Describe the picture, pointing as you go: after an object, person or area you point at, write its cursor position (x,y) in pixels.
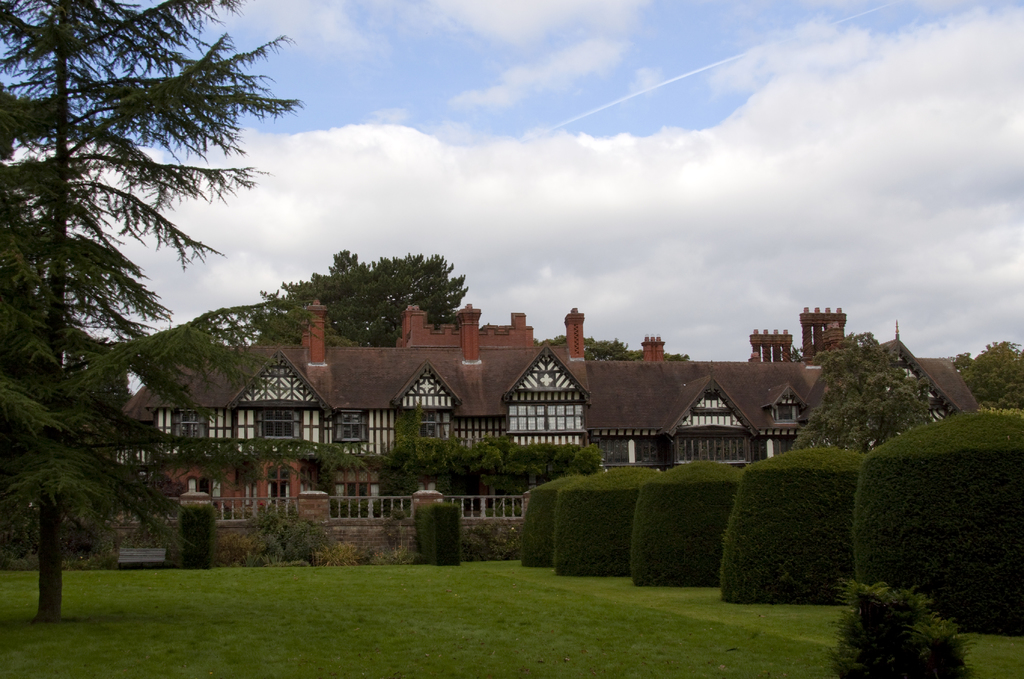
In the picture I can see buildings (433,435), trees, plants (490,554), grass (406,577), fence (428,498) and some other objects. In the background (475,206) I can see the sky (529,214).
